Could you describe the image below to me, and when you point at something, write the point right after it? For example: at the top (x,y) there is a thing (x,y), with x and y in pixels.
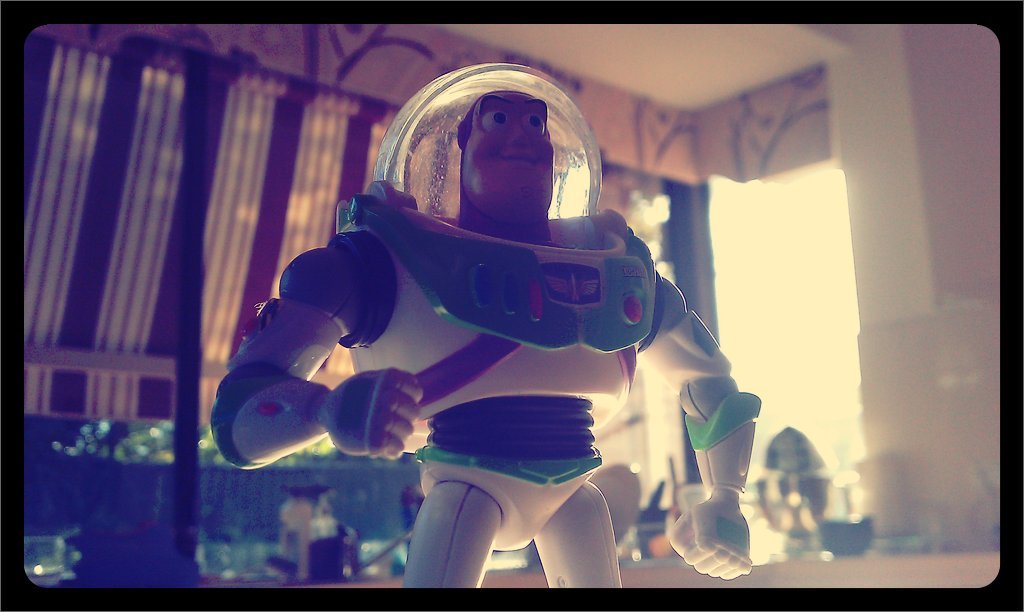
In this image we can see a toy (579,349). In the background (222,369) there are objects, cloth (212,386) and wall (861,91).
